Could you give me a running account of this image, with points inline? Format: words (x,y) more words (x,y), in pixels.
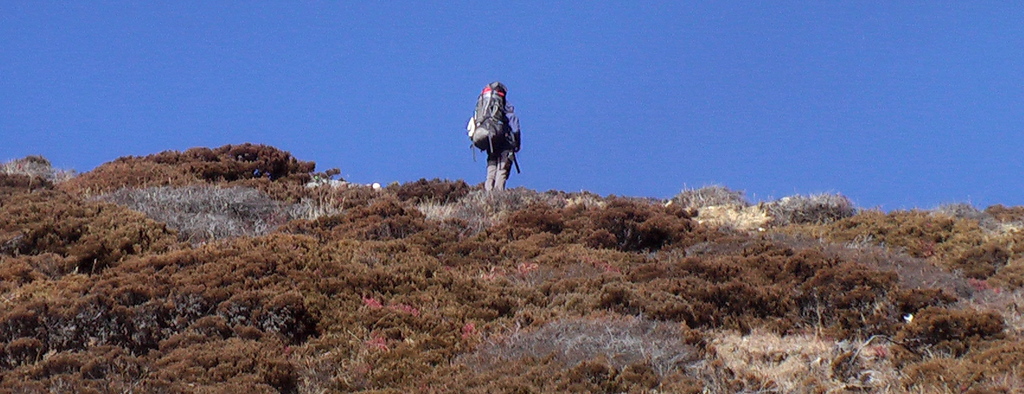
Here we can see a person (491,170) and he wore a bag (481,128). Here we can see shrubs (590,276). In the background (276,78) there is sky (430,103).
